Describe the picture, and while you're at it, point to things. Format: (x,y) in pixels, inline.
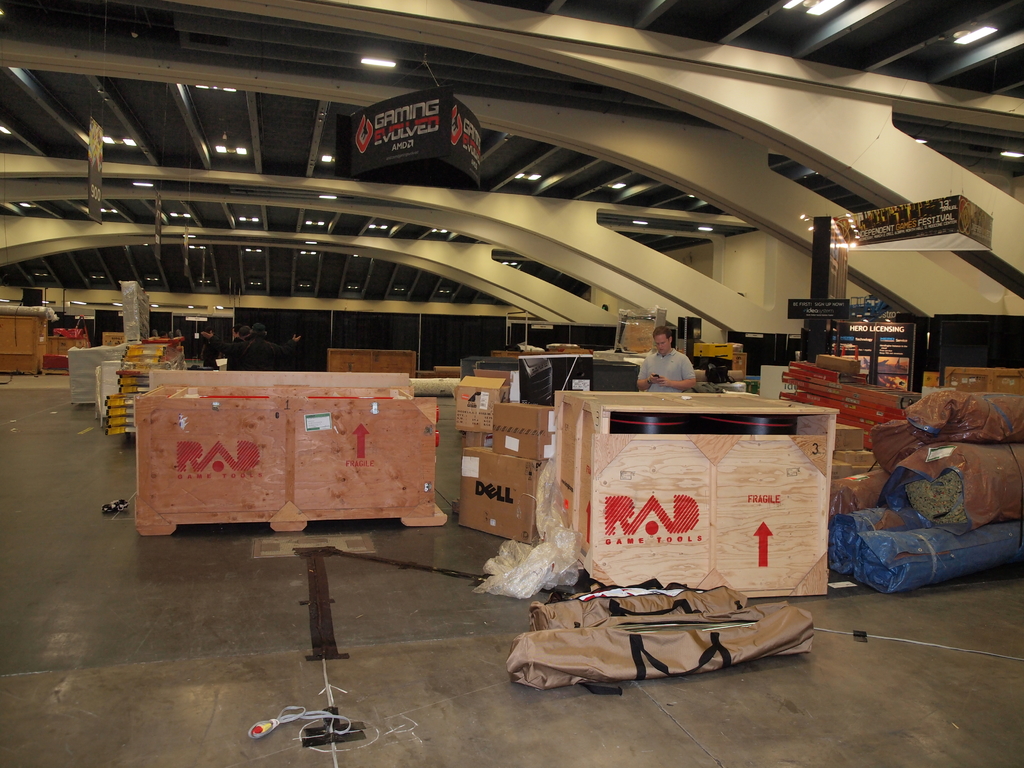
This is an inside view. Here I can see many card boxes (535,452) and bags (857,548) on the floor (338,597). There is a man (669,363) standing holding a mobile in the hand (659,380) and looking into the mobile (659,377). On the right side (829,330) there is a pillar (825,291) to which a board (822,309) is attached. On the board (825,317), I can see some text (825,310). In the background (266,338) there are few people (244,349) standing and also I can see tables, boxes (23,343) and many other objects (113,379) on the floor (54,442). In the background (340,337) there is a wall (365,335). At the top (362,65) I can see few lights (392,65) to the roof (240,125).
